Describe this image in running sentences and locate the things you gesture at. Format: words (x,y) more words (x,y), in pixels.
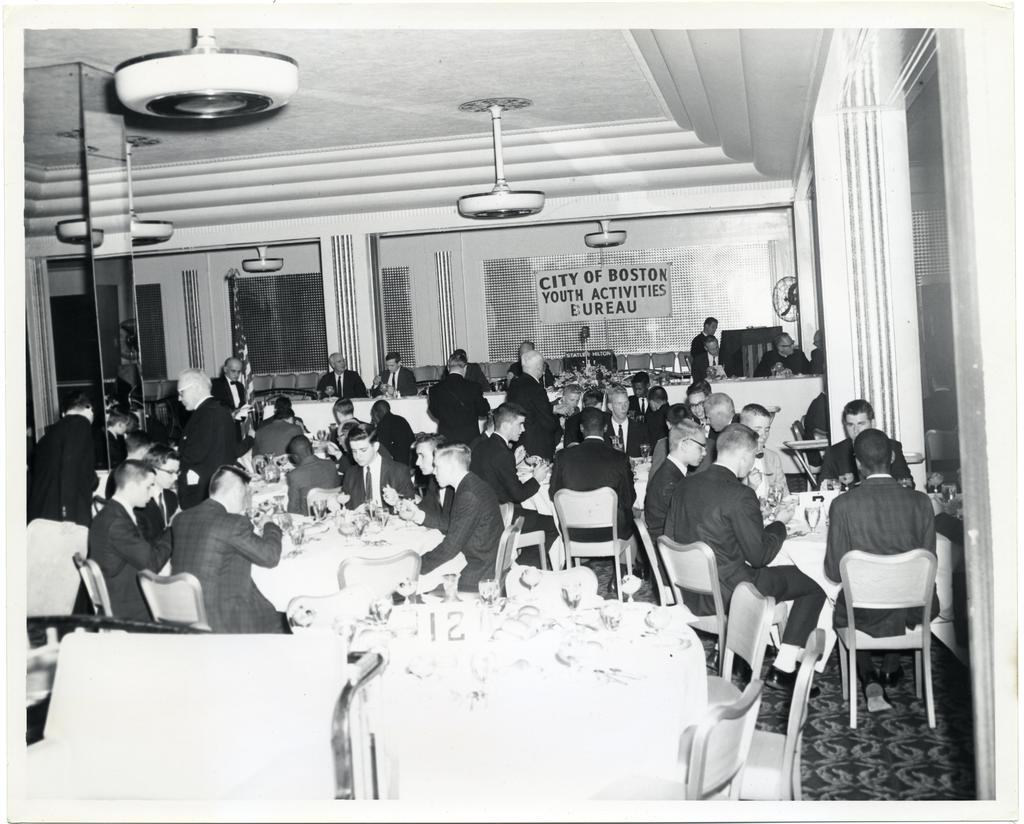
In this picture there are many persons (425,451) sitting and having a dine on the chairs (366,568) and dining table (339,524). It is a black and white picture there is chandelier (502,146) hanging from ceiling (573,223) and in the background (615,321) i can see the beautiful doors (276,318) with glass (601,320) and there is banner (597,269) hanging over on the wall (717,276) of the door (526,300). The persons (383,476) are dressed formal with blazers (234,566) and trousers (772,587).
